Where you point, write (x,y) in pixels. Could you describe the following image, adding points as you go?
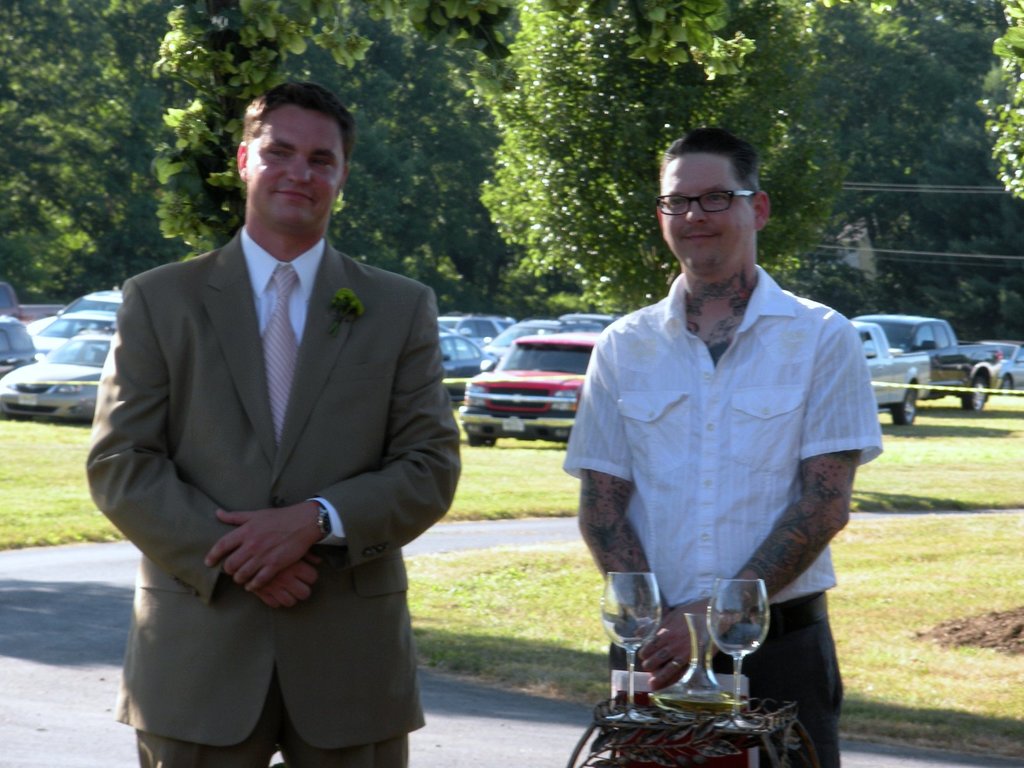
This image consists of a two men (224,450) standing. On the left (288,562), the man (295,570) is wearing a suit (417,485). On the right (701,528), the man (698,557) is wearing a white shirt (673,513). In the front (645,764), we can see a small stool (696,749) on which there are wine glasses (737,722). In the background (53,356), there are many cars (965,378) parked on the ground (979,419). And we can see green grass (517,618) on the ground (929,643). At the bottom (95,667), there is a road (46,701). In the background (140,197), there are trees (433,155).
